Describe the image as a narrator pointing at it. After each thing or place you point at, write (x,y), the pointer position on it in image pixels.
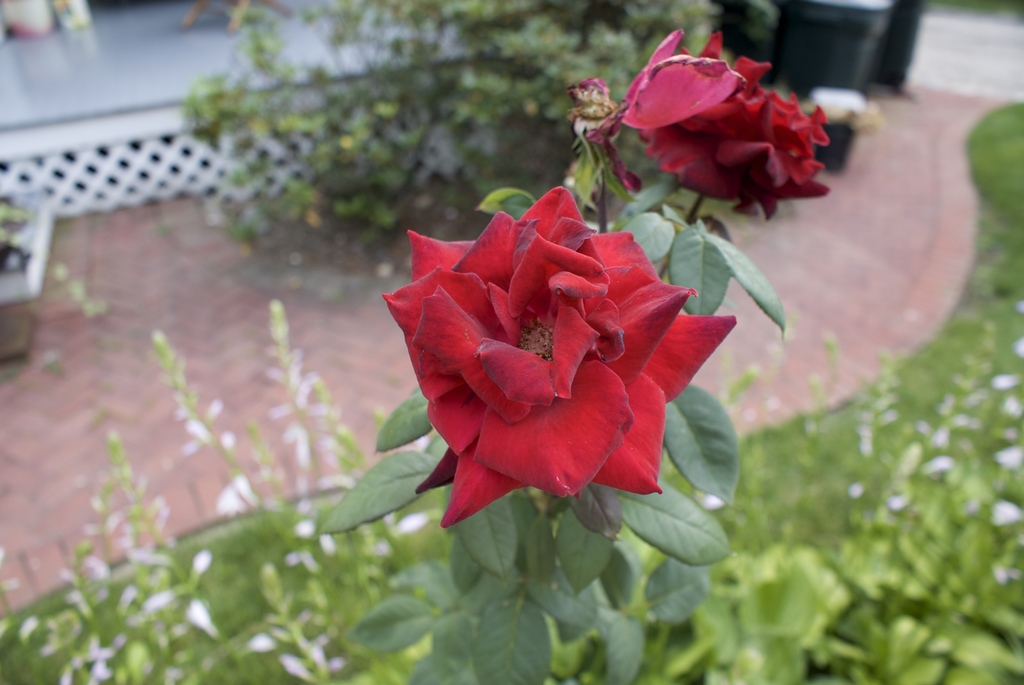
In the center of the image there is a pavement (914,248). In this image there are plants (651,535) and flowers (609,260). In the background of the image (182,83) there is a floor (113,76). On top of the floor (101,25) there are few objects (31,37).
